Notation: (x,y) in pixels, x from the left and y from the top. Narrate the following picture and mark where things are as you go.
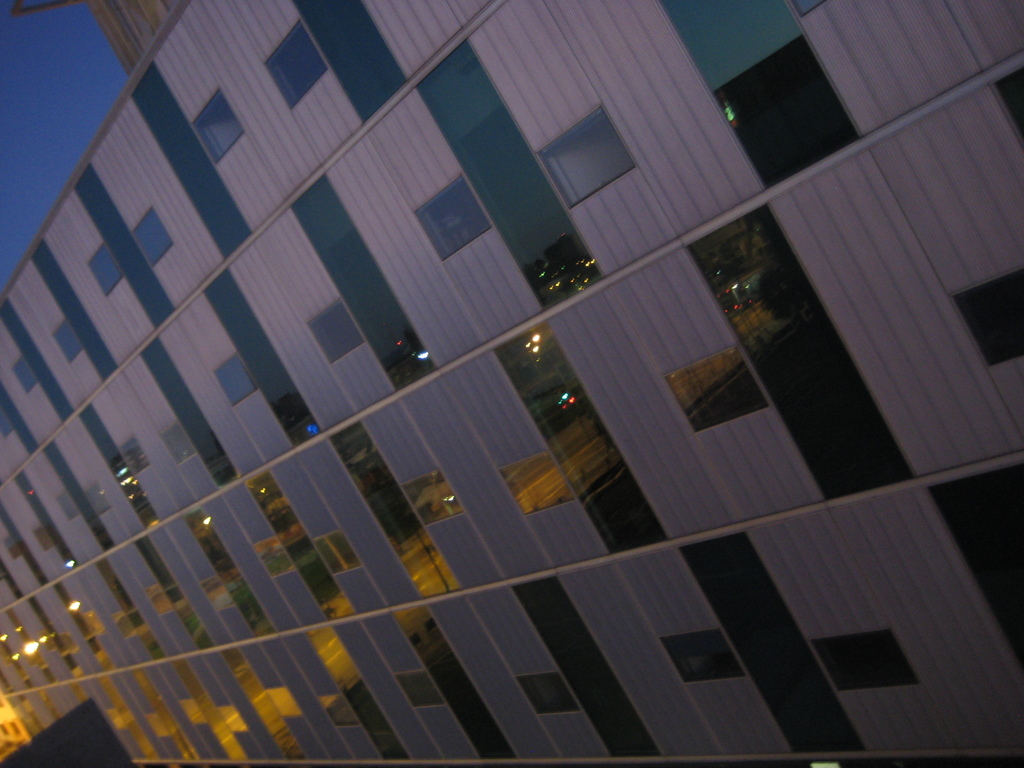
In this picture we can see the partition (559,230) which is designed in box shape. In the background (719,401) we can see the road (339,680), street lights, grass (305,549), plants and trees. On the left (13,211) there is a sky (13,216).
